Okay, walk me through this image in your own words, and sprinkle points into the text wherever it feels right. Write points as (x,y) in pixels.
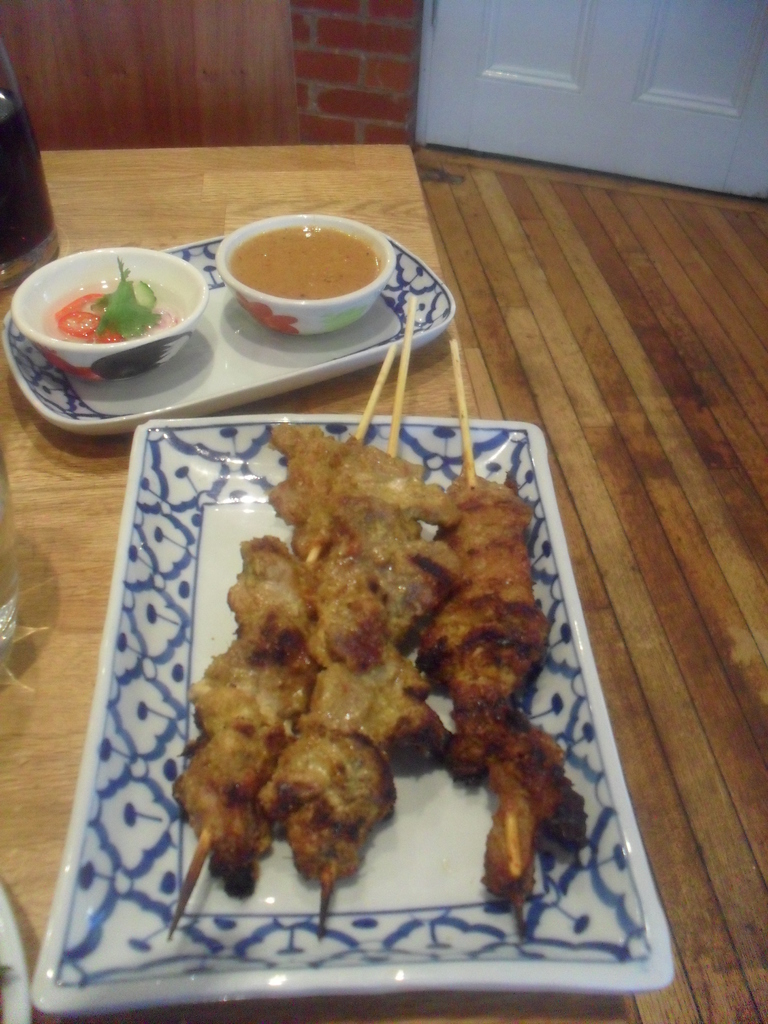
In this image there is a table (380,157), on that table (225,414) there are two plates (212,445), on one plate (172,457) there is a food item (336,702), in another plate (128,404) there are two bowls (264,309) in that bowls (294,322) there is food item (274,269), on the right side (707,726) there is a wooden floor (609,253), in the background (431,129) there is a wall (380,112) for that wall (399,28) there is a door (590,66).
